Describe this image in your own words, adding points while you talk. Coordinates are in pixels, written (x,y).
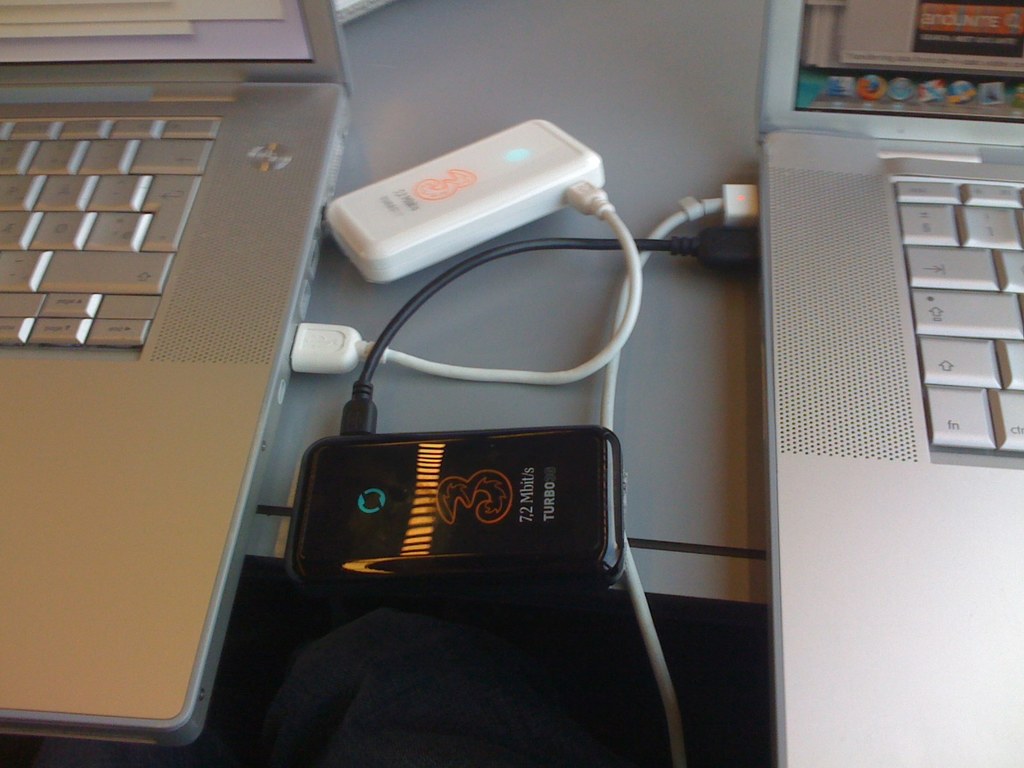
In this image there are two laptops (998,31) on the table (622,123) which are connected to device (398,525) with wires (670,243). On Right top of image (877,77) there is a screen (900,79) having few icons (870,97) on it.
